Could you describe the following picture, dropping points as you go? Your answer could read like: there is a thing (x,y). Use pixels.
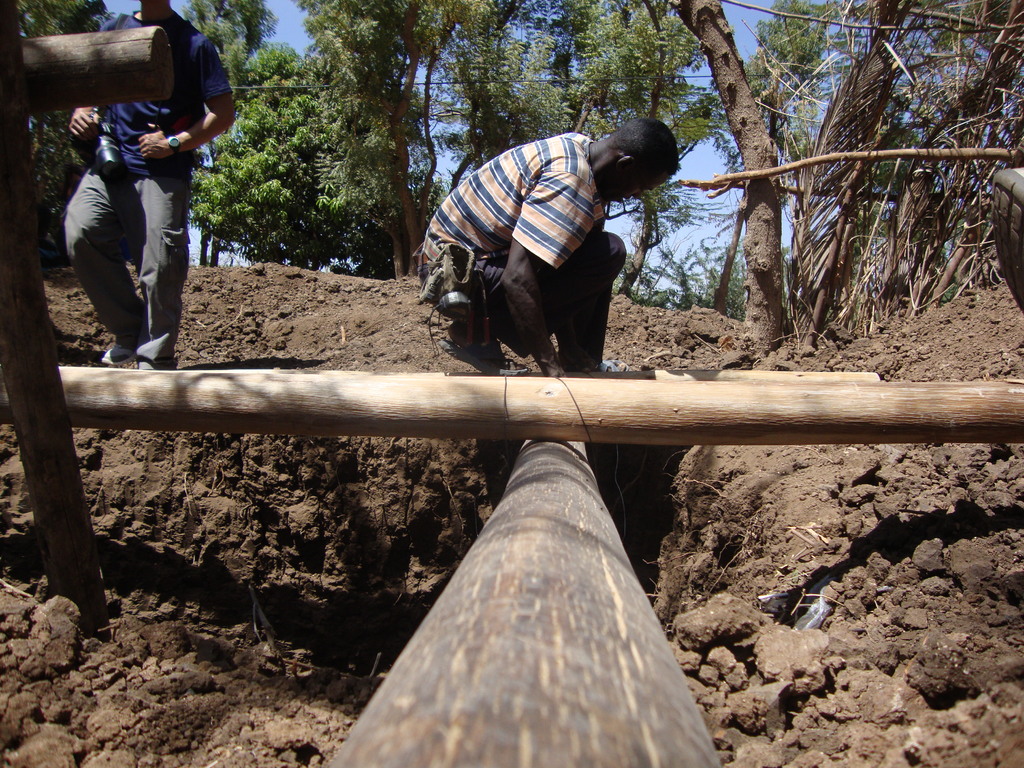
In this picture I can see there is a man (480,306) sitting here and holding a wooden stick (637,376) and there is another person (213,102) standing on the left (183,269) and he is holding a camera (102,159) and there is soil (507,464) and rocks (878,653). In the backdrop (396,169) there are trees (875,208) and the sky (815,224) is clear.
